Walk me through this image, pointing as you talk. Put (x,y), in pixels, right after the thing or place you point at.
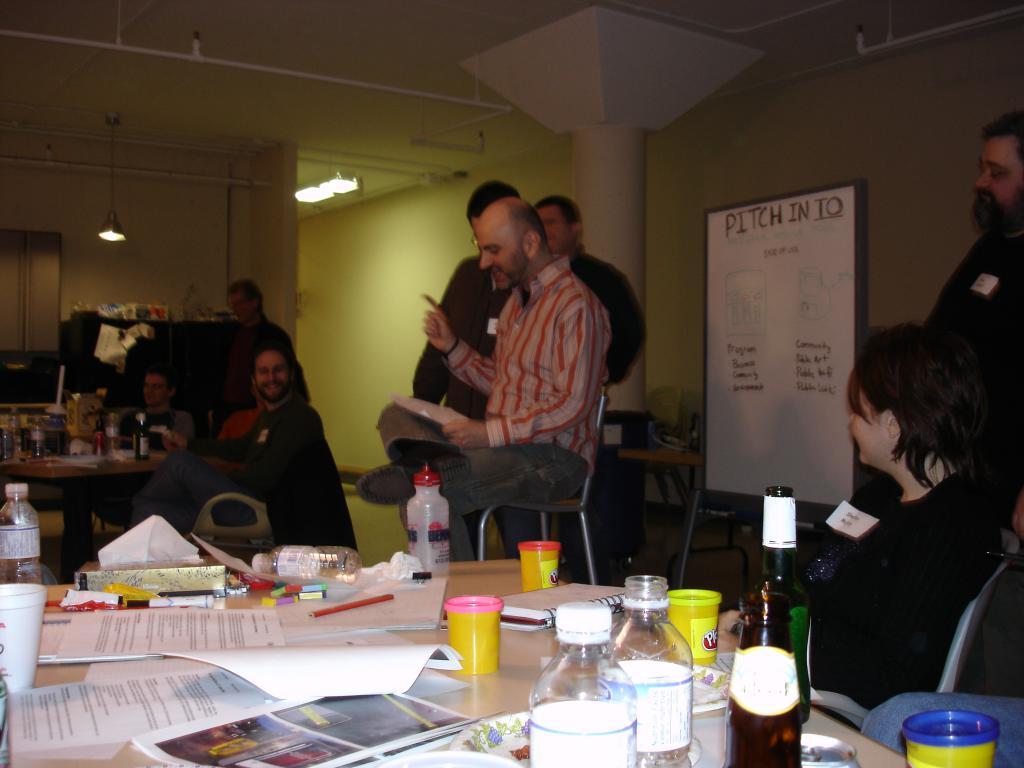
This picture shows a man (519,441) sitting in the chair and some of them were standing behind him. There is a table (343,615) on which some papers (312,635), pens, cups (493,642), bottles (592,676) were placed. There is a board (746,338) on the right side (737,271) and there are some people (250,440) sitting in the chairs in the background (248,420). And we can observe wall (186,243).
